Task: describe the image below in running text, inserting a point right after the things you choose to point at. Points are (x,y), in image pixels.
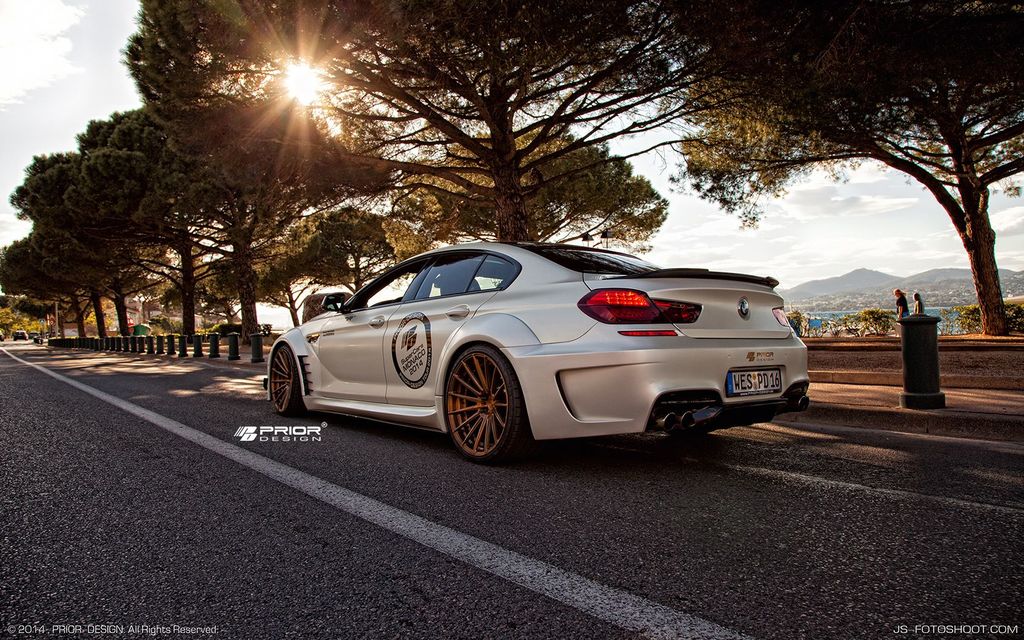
In this image we can see a car (408,373) on the road (341,467). There are trees (335,224). There are safety poles (230,346). In the background of the image (795,217) there is sky (829,252), mountain (906,279), people (896,299) walking, sun (293,77). At the bottom of the image (11,629) there is some text (159,626).
